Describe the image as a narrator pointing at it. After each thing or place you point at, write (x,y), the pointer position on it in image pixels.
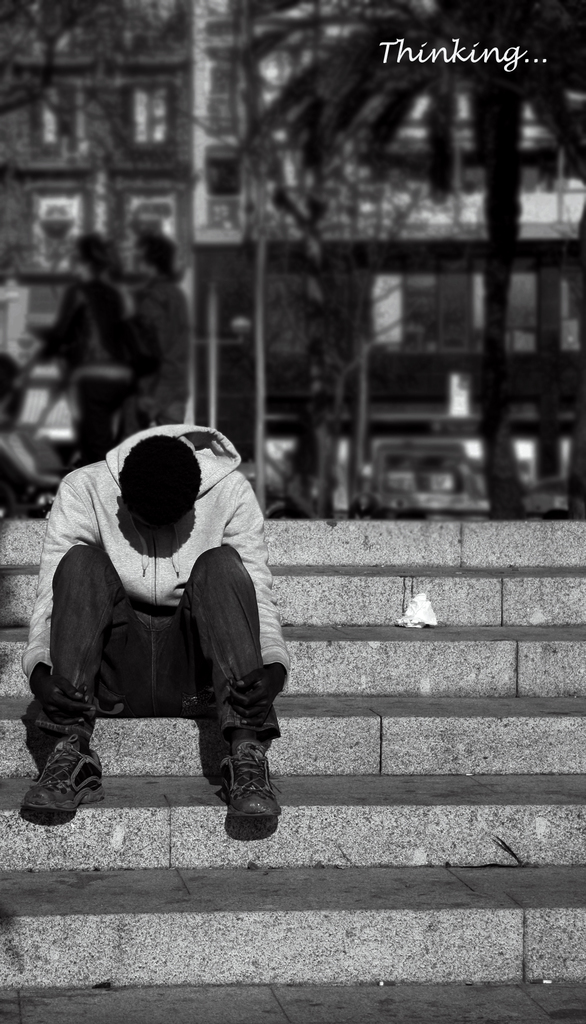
In this image we can see three persons (78,362), among them, one person (122,639) is sitting on the stairs (468,667), there are trees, vehicles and in the background (193,264), we can see the buildings (394,264).
